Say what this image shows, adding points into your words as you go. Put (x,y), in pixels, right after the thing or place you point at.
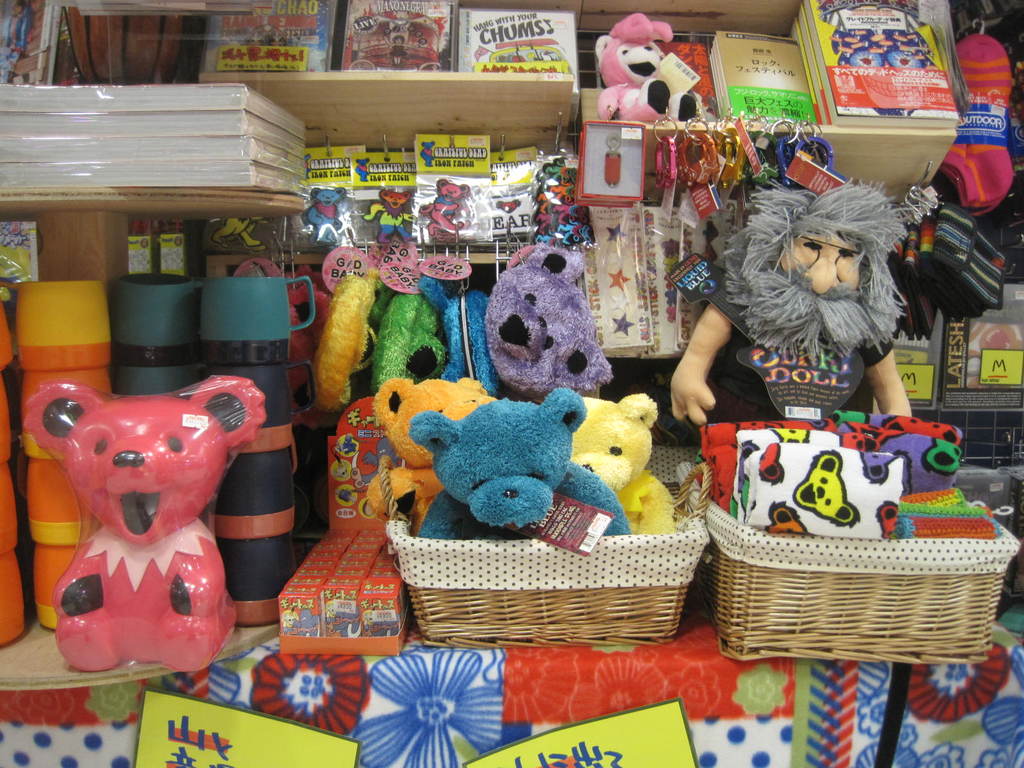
In this picture, we see teddy bears (406,479) in blue, orange and yellow color are placed in the basket (636,597). Beside that, we see a basket (845,580) containing towels (898,461) in different colors are placed on the table (540,708). We even see cups (206,319) and many toys (587,332) and keychains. At the top of the picture (301,86), we see a rack (372,103) in which many books (189,119) are placed. This picture is clicked in a stationery shop (624,314).
